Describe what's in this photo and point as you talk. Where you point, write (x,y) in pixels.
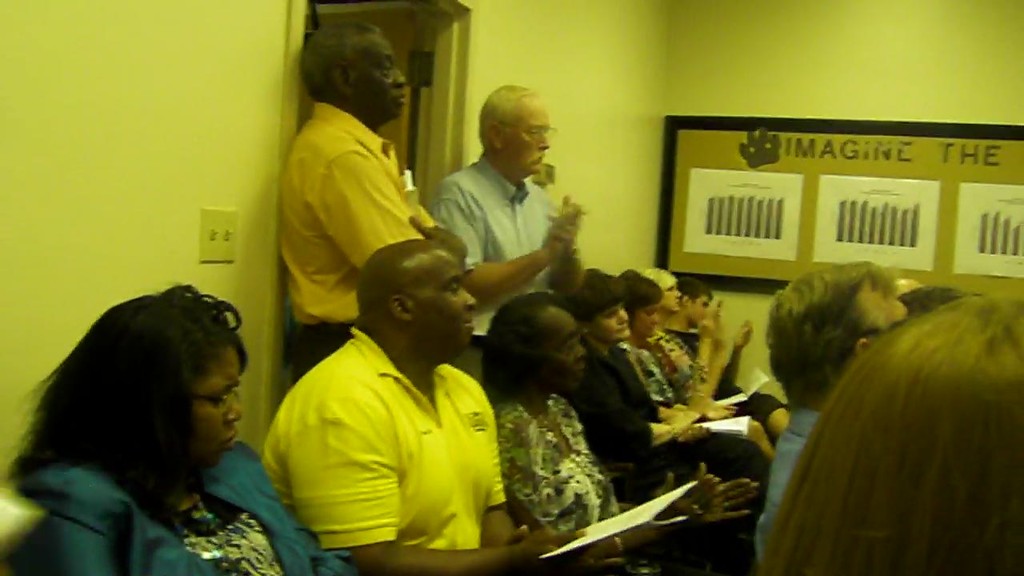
In this picture, we see many people (449,452) are sitting on the chairs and two men (505,211) are standing. Behind them, we see a white wall (194,160) and a door (420,159). On the right side (824,74), we see a wall (849,73) on which the board (839,181) or the photo frame (870,185) is placed. This picture is clicked in the conference room (647,358).
